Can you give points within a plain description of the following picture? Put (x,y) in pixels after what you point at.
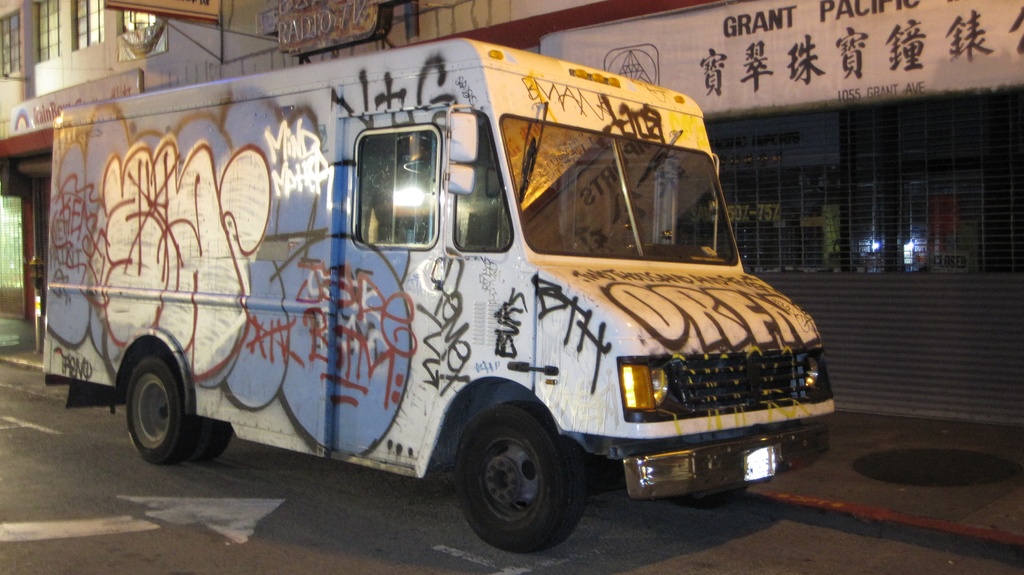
In this image in the front (435,286) there is a vehicle (594,328) with some text (662,329) written on it. In the background (377,49) there is a building (431,31) and there are boards (357,31) with some text (314,39) written on it and there is a shutter (863,309) and there are windows (38,51).
